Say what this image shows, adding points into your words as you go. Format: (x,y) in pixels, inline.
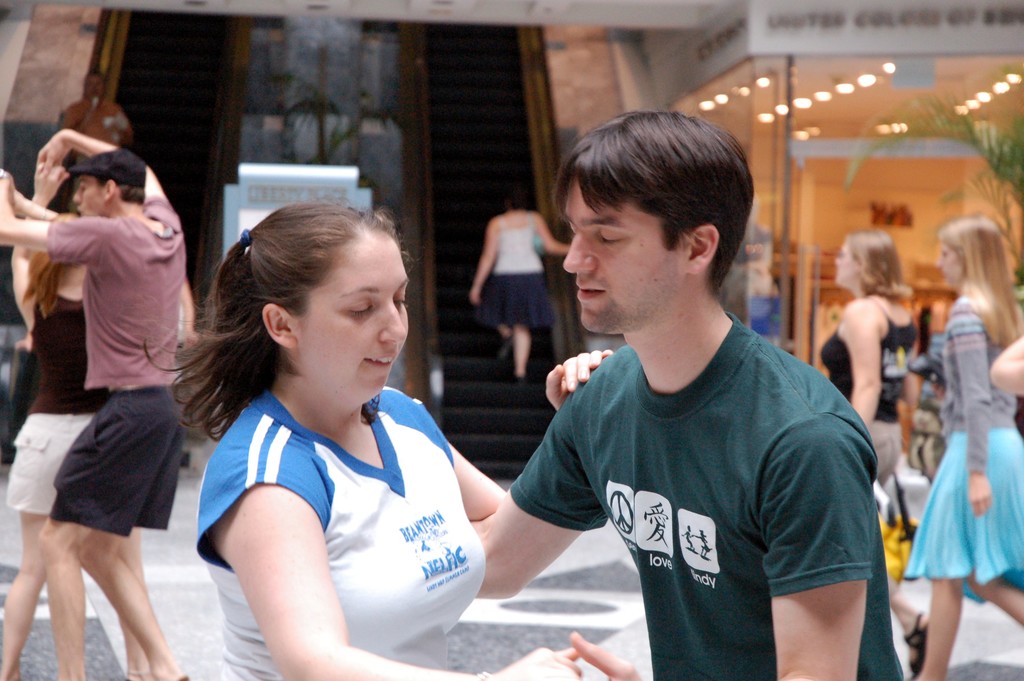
This picture describes about group of people (500,353), few are walking, in the background (501,384) we can see few lights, plants (348,122) and escalators (183,140).
